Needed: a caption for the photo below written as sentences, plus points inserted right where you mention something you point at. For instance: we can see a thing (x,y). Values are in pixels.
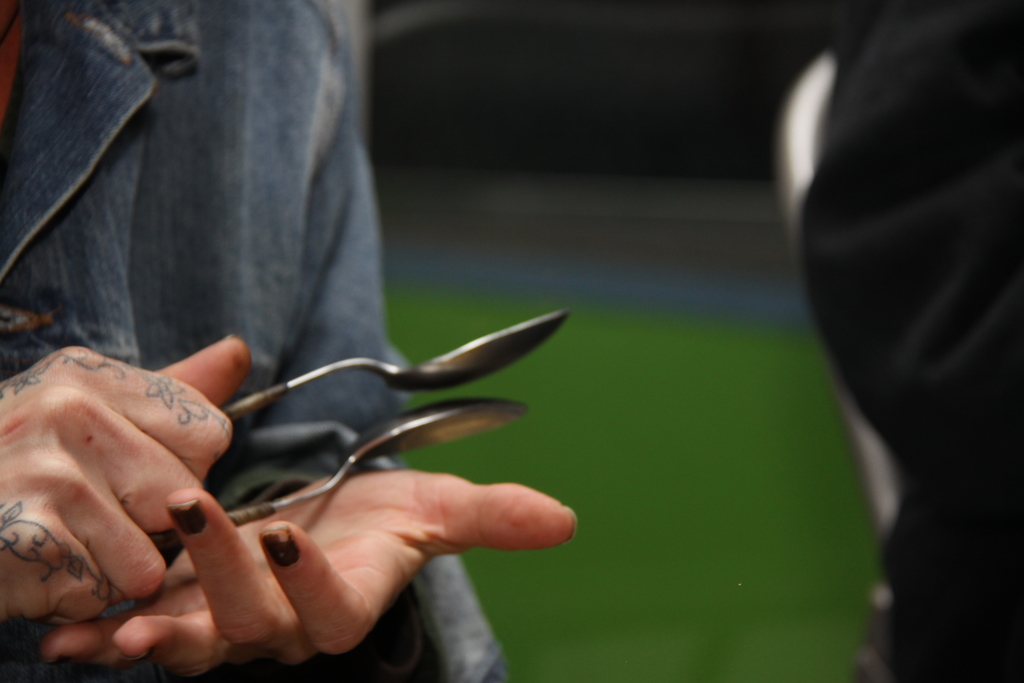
In the image I can see a person hand (209,447) in which there are two spoons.
